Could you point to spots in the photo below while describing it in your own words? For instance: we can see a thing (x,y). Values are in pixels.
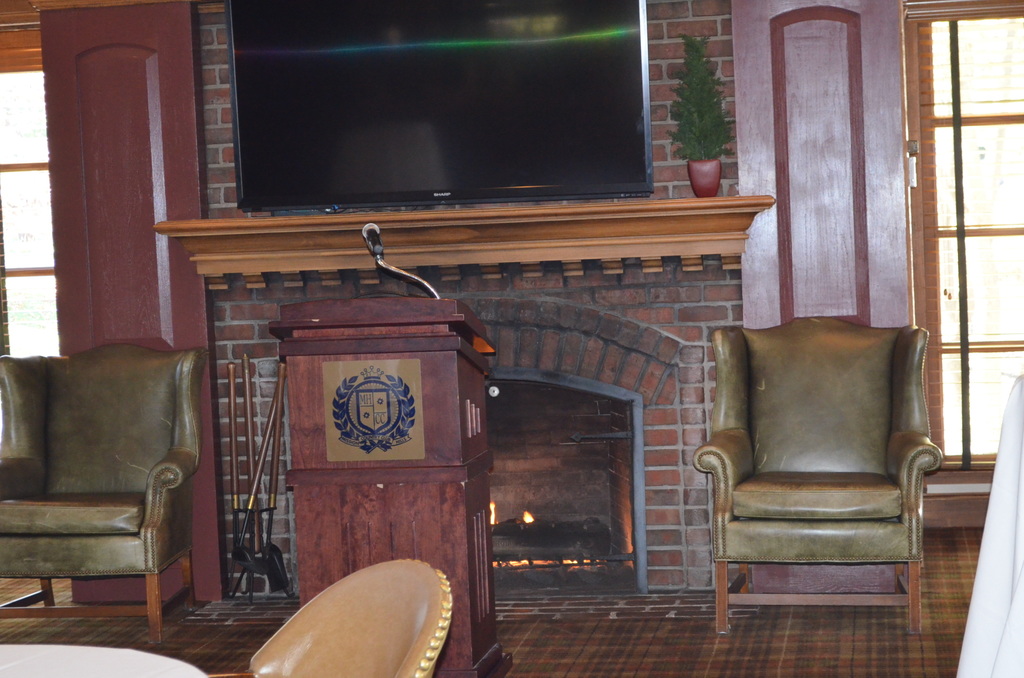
In this picture we can see the view of the room (656,92). In the front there is a television (488,22) and fireplace (529,467). Beside there is a glass door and wall (668,497). In the front (73,420) bottom side there are two leather chairs (779,456).
